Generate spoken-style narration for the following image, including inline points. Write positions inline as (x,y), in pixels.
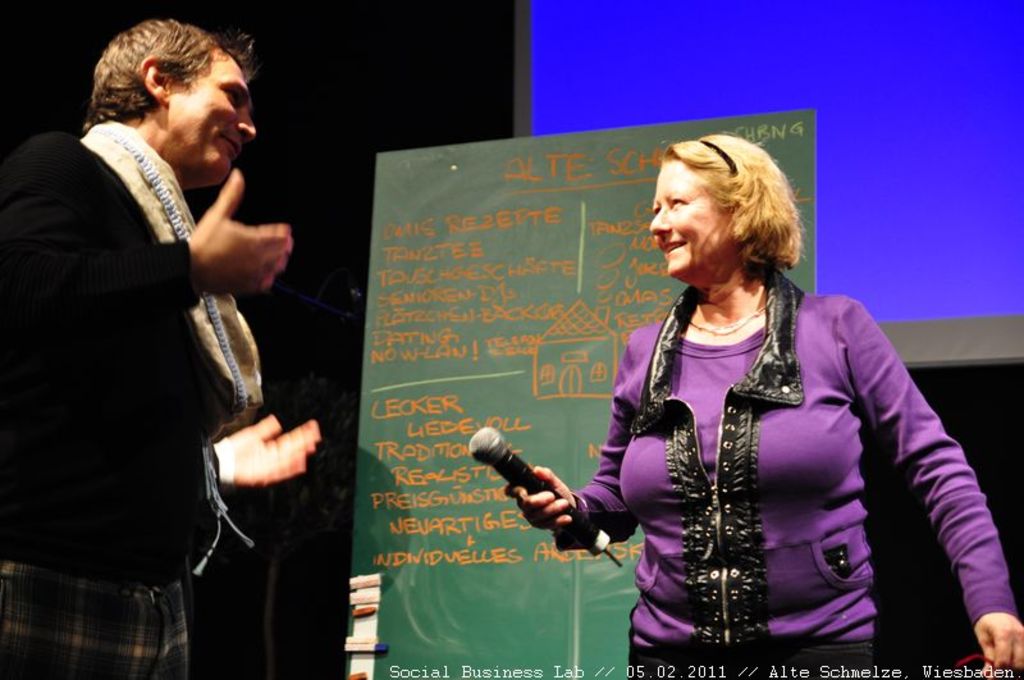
In this image there is a woman (728,452) holding a mike (569,506) in her hand (545,480), in front her there is a man (158,460) standing, in the background (794,116) there is a board (559,405) on that board (561,376) there is some text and there is a screen (998,232), in the bottom right (992,674) there is some text (980,670).
